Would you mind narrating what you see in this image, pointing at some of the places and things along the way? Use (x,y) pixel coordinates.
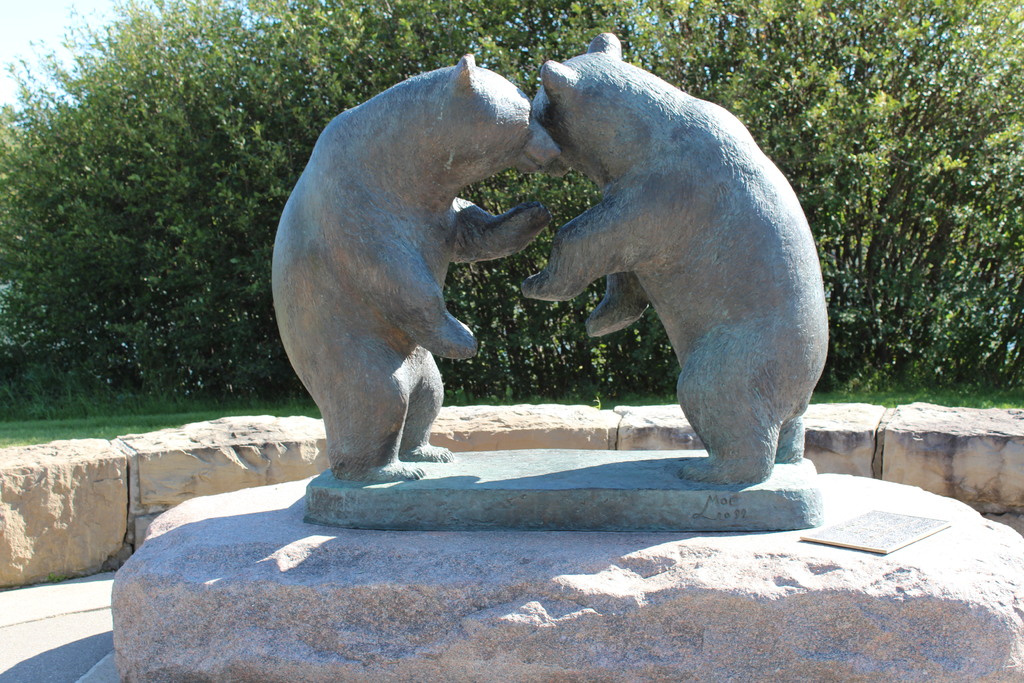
In the foreground of this image (538,520), there are statues of bear (686,177) on the stone (410,615). Behind it, there is a stone boundary wall (268,447). In the background (157,258), there are trees (177,211), grass (185,399) and the sky (54,29).
